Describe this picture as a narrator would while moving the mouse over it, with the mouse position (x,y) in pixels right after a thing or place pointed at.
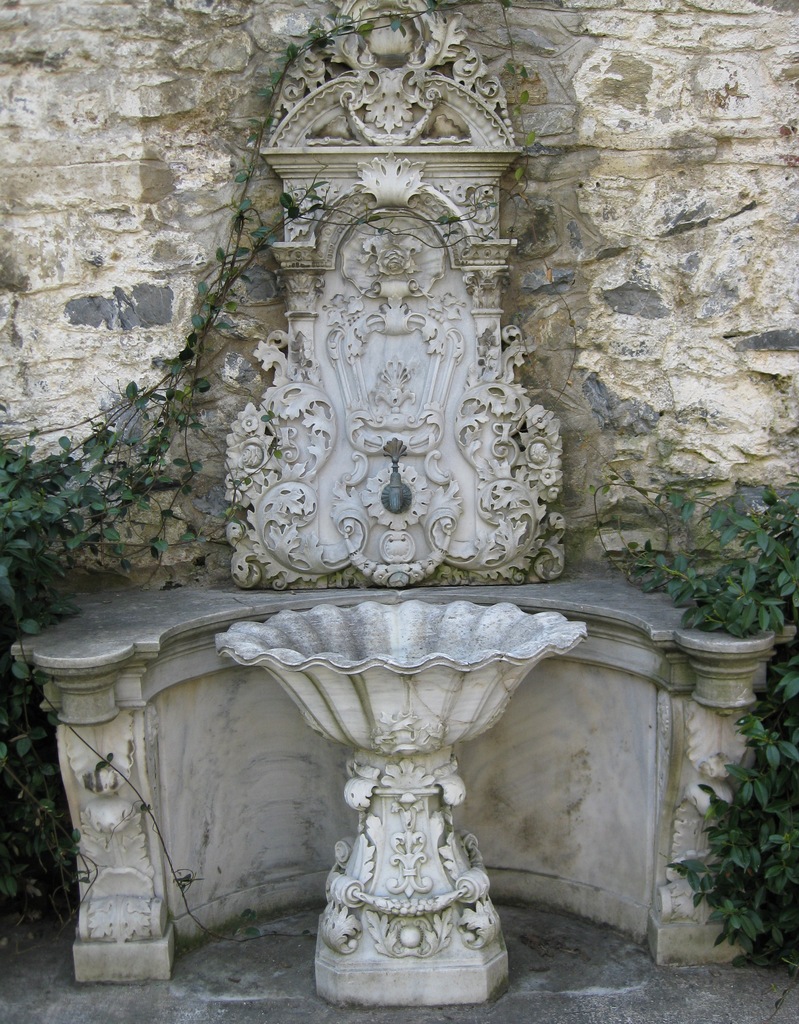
In this image I can see a white colour thing (535,787), designs (532,535) on wall (601,302) and few plants (791,842).
